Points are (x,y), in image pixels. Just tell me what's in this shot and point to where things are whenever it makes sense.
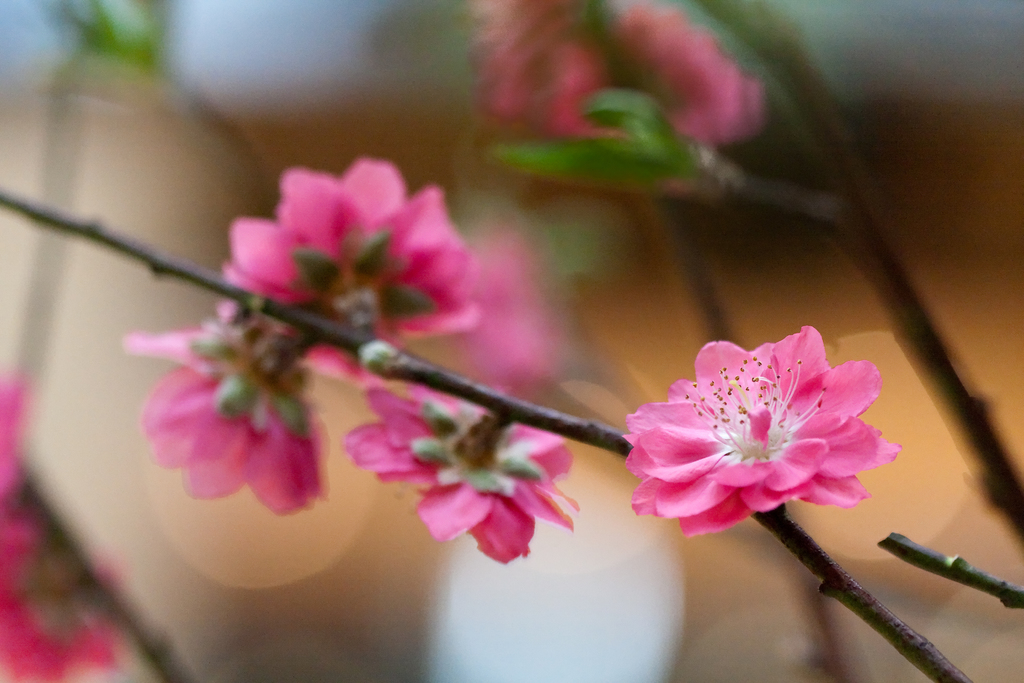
In this image, we can see some flowers (323,209) and the blurred background (464,119).
